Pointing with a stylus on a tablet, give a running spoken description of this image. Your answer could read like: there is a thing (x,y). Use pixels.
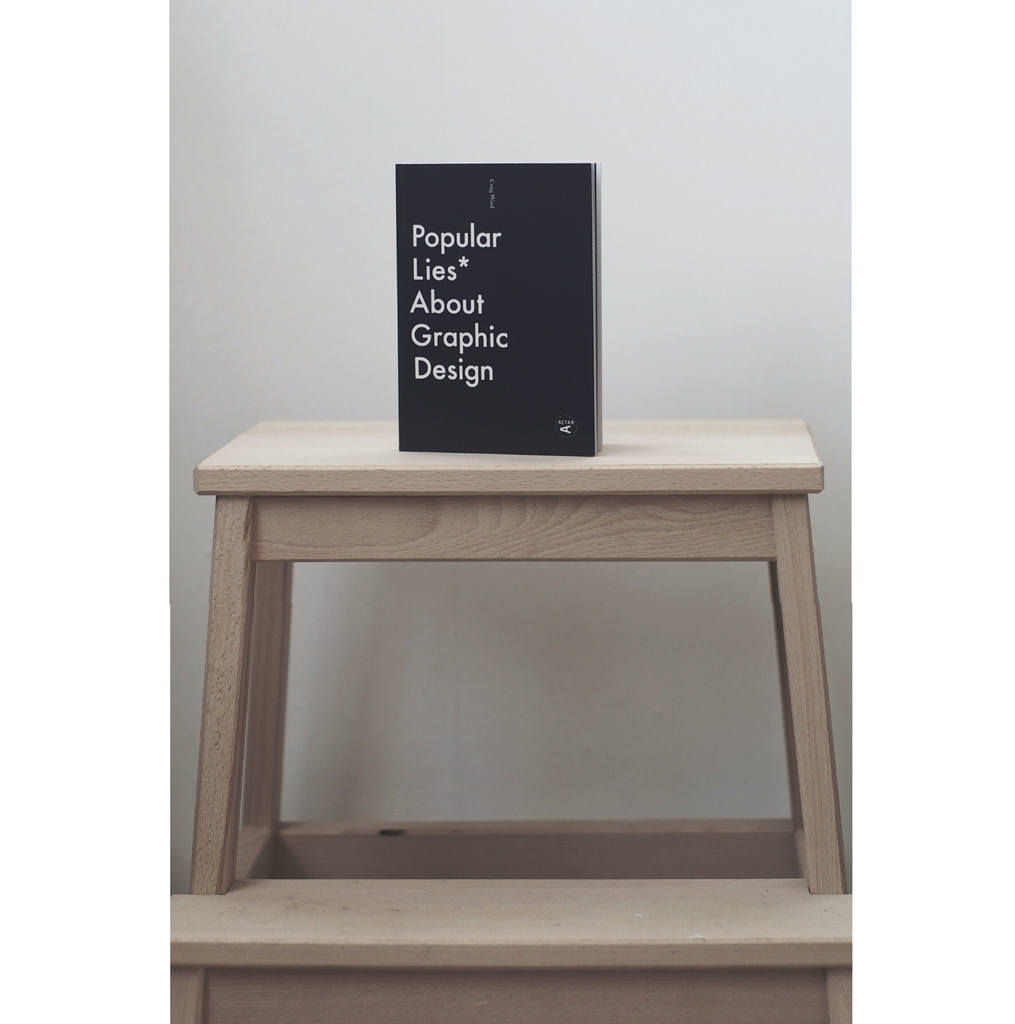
In this image there is a book (499,378) on the table (436,530), there is text (466,341) on the book (472,330), the background of the image is white in color.
